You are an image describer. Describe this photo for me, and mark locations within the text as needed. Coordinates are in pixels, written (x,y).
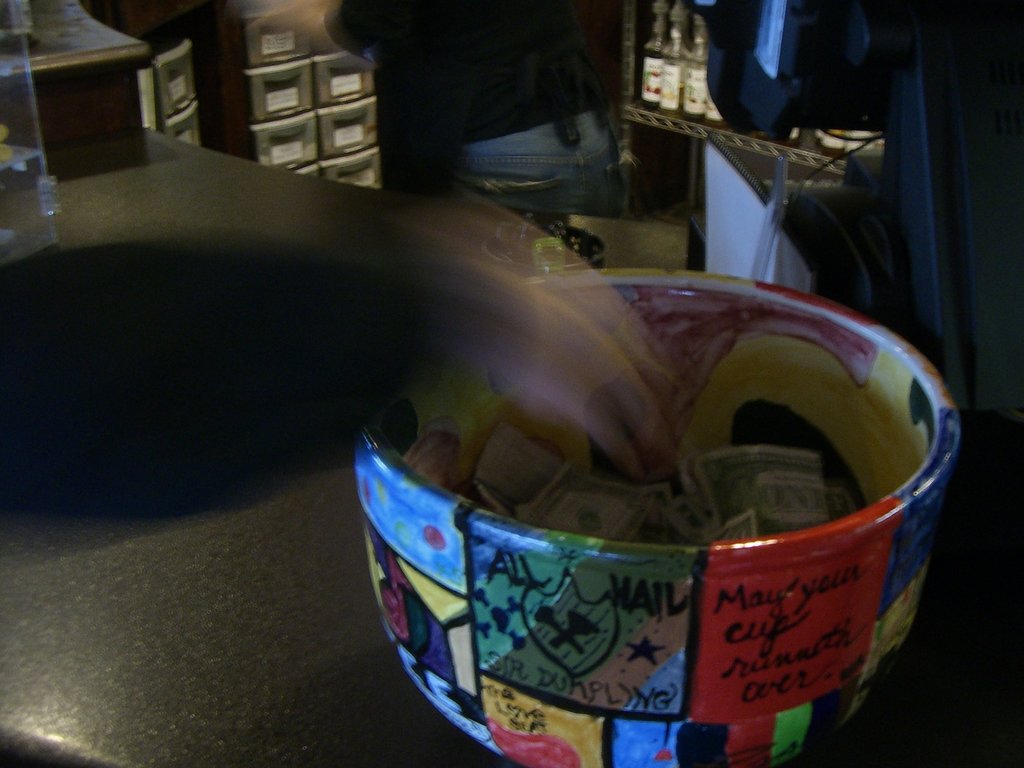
In this image we can see a bowl (572,581) on a table (370,694). In the bowl (496,409) we can see the money (758,476). Behind the table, we can see a truncated person (483,89) and racks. On the right side (948,231), we can see a black object (907,66). Beside the person (399,96) we can see few bottles (658,94) on a rack (764,150). In the top left (15,138), we can see a glass object (23,239) on a table (57,158).
